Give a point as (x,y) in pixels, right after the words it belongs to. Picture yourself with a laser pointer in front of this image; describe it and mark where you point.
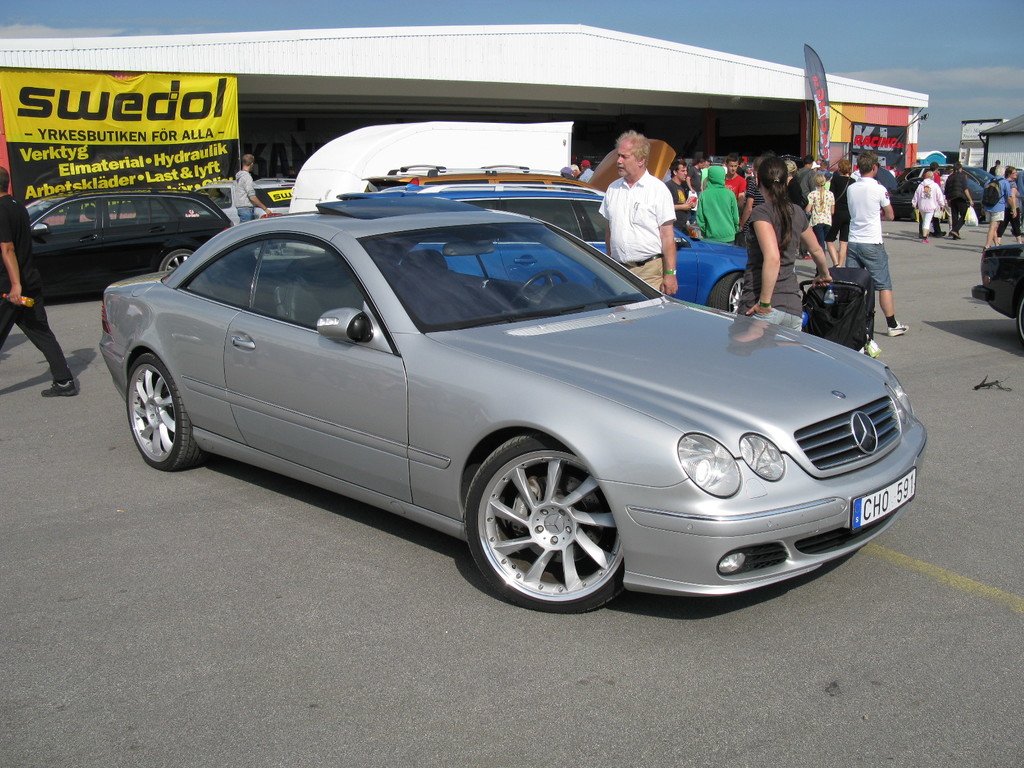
In this image I can see the ground (230,577), a car (522,417) which is grey in color on the ground (205,616), few persons (711,185) standing, a black colored cradle (861,302) and few other cars (717,243) on the ground (945,308). In the background (92,88) I can see a banner (124,127) which is yellow and black in color, a building (338,81), few boards (876,137), a tent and the sky (948,100).
